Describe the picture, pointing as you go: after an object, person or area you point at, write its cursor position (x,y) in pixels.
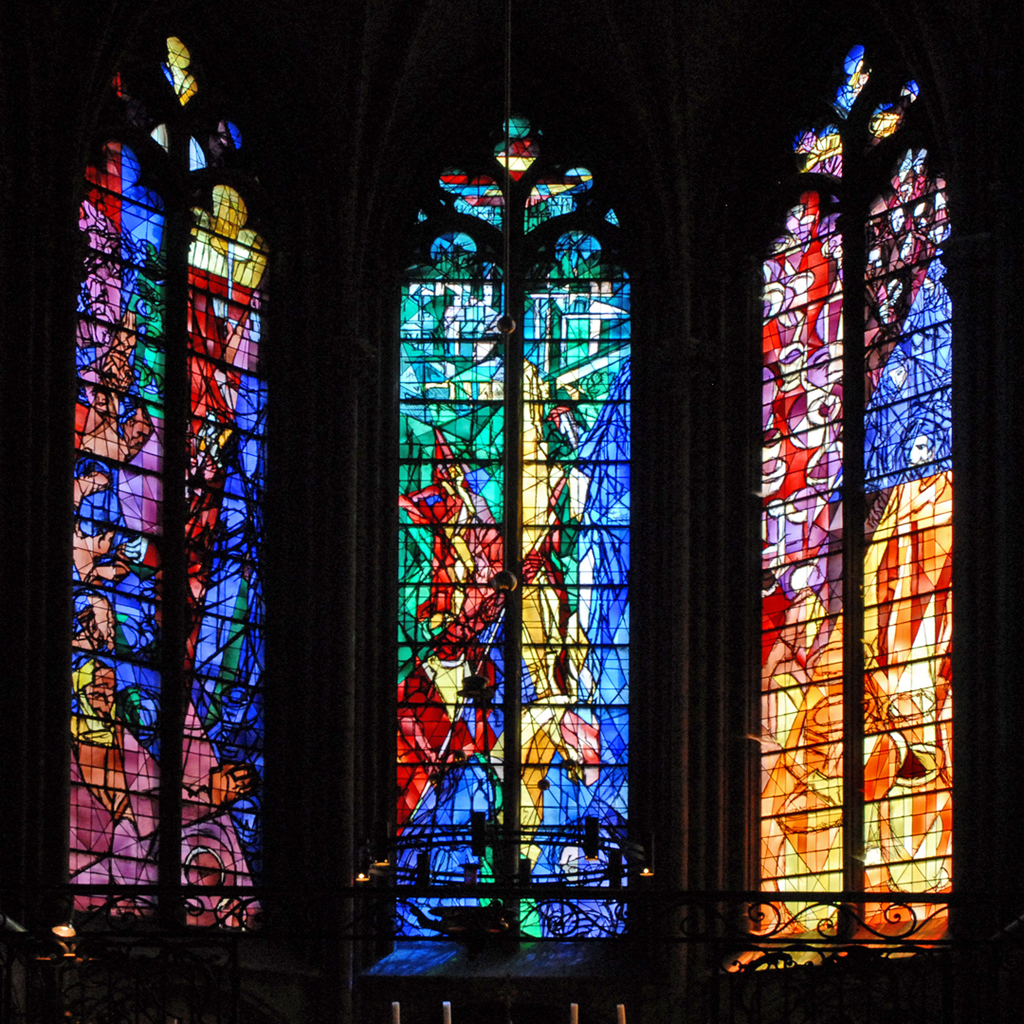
In this image we can see three windows (424,545) with stained glass (162,461) on them.
